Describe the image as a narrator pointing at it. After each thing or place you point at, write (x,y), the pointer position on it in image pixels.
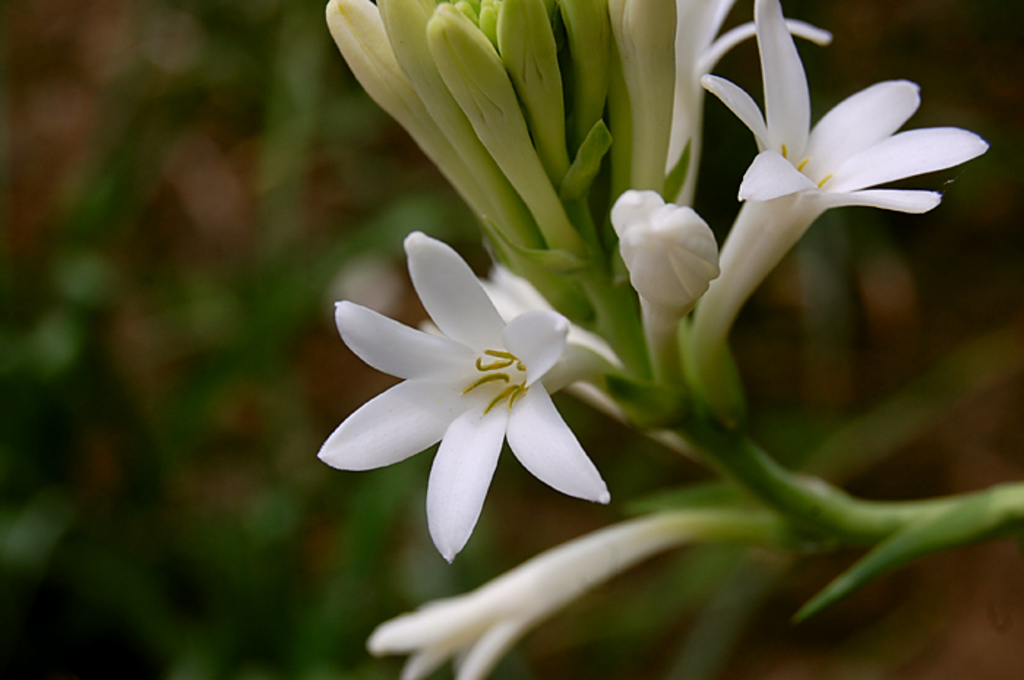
There are white flowers (436,302) and buds (589,88) on a stem (804,503). In the background (265,374) it is blurred.
